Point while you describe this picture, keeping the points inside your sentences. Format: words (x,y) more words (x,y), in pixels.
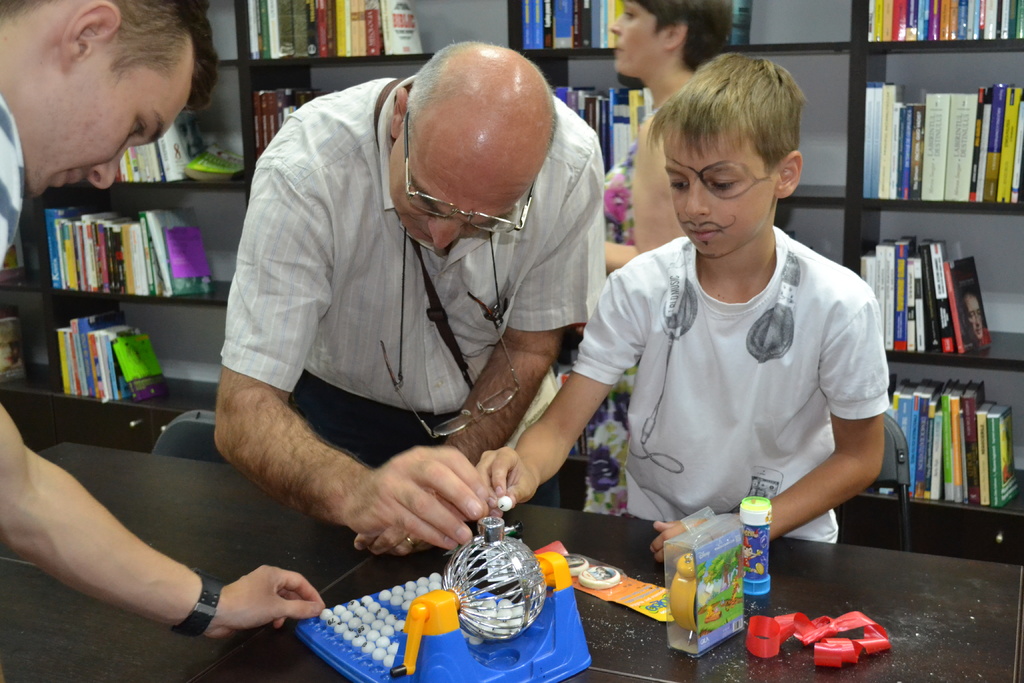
In this image I see 2 men (314,285), a boy (672,331) and a woman (649,234) over here and I see that these 3 of them are holding things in their hands (435,520) and I see few things (610,577) over here. In the background (42,284) I see the books (343,43) in these racks (859,44).
